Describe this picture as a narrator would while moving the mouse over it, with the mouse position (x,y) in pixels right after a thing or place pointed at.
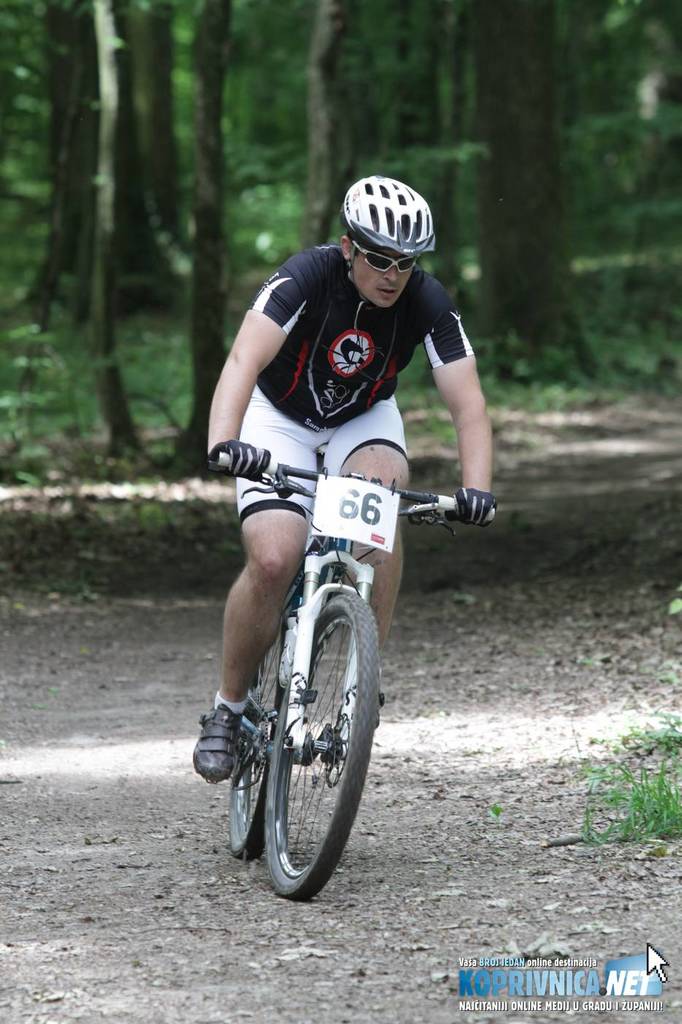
In this image we can see a person (288,403) with a helmet (363,237) and goggles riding a bicycle (347,709) and we can see a paper (354,532) with a number (369,515) attached to the cycle (365,611), there we can see few trees (196,212), leaves (302,943) and grass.
